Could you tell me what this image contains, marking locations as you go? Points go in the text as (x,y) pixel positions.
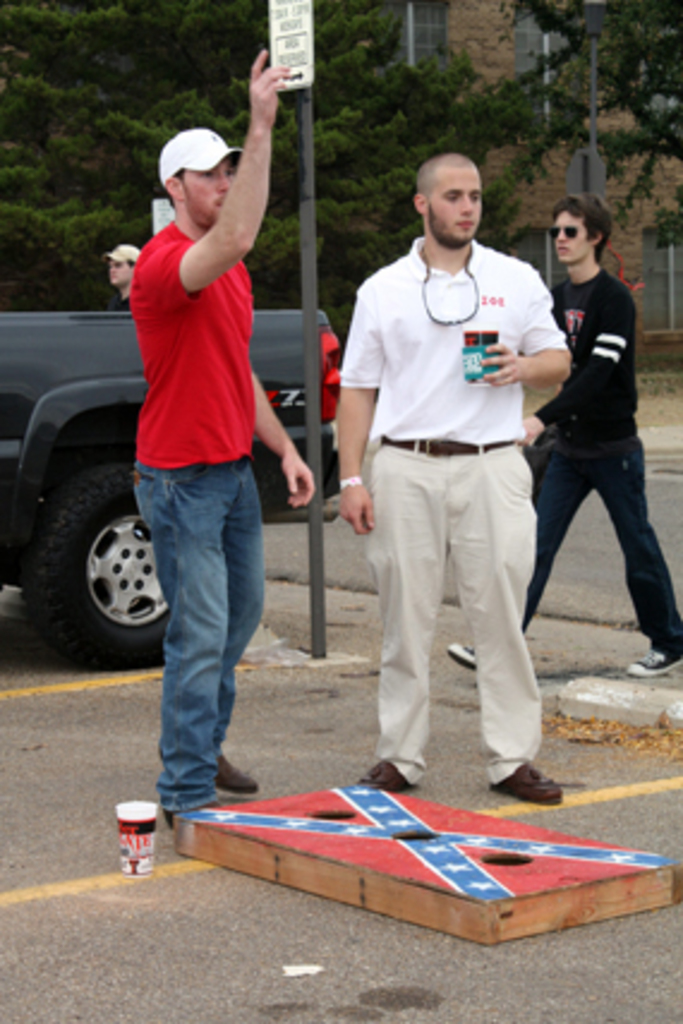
In this image I can see two persons (192,392) are standing and two persons (533,603) are walking on the road (681,511), box (423,851) and some object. In the background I can see a vehicle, board (302,8), poles (306,278), trees (344,219) and buildings (460,54). This image is taken may be during a day.
